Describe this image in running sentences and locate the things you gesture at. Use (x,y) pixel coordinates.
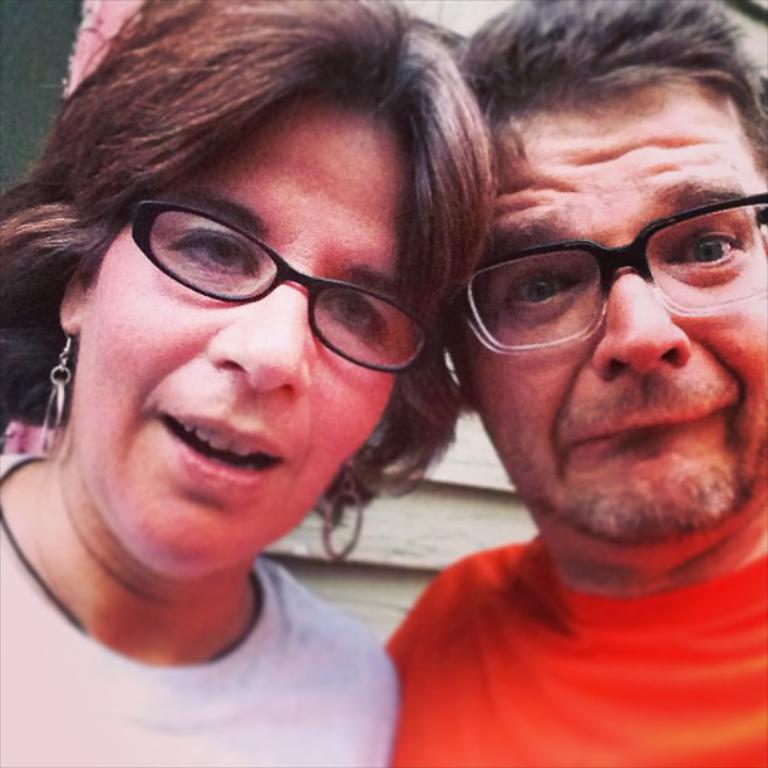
In this image there is a woman (190,510) and a man (558,532) standing. They are wearing spectacles (494,300). Behind them there is a wall (465,430).
